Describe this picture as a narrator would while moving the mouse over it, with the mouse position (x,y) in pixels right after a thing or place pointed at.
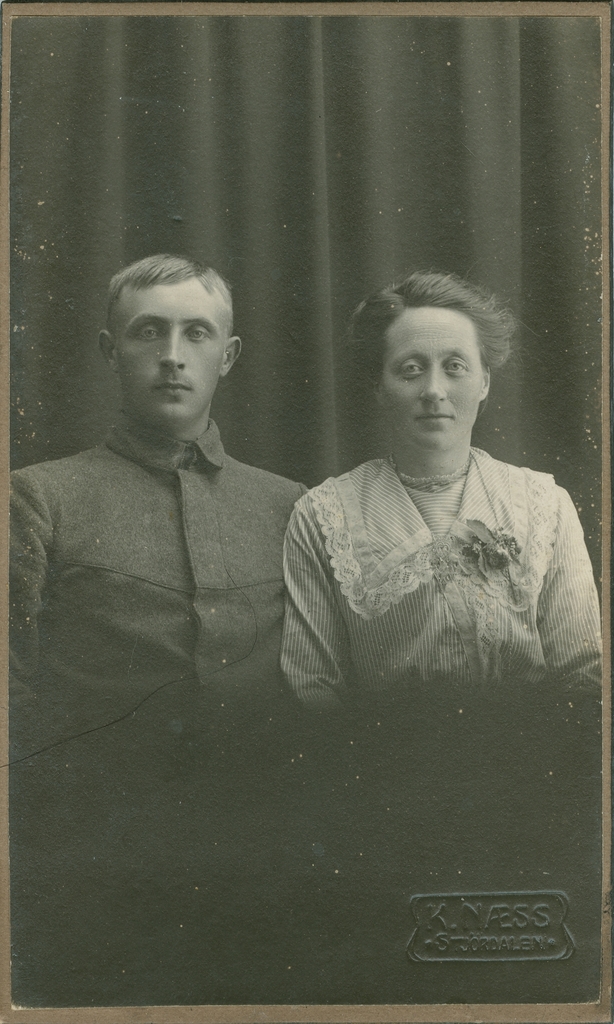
In this image we can see a photo (246,970). In this photo (289,647) there is a lady (361,635) and a man (242,620). In the background (240,247) there is a curtain (357,247).
